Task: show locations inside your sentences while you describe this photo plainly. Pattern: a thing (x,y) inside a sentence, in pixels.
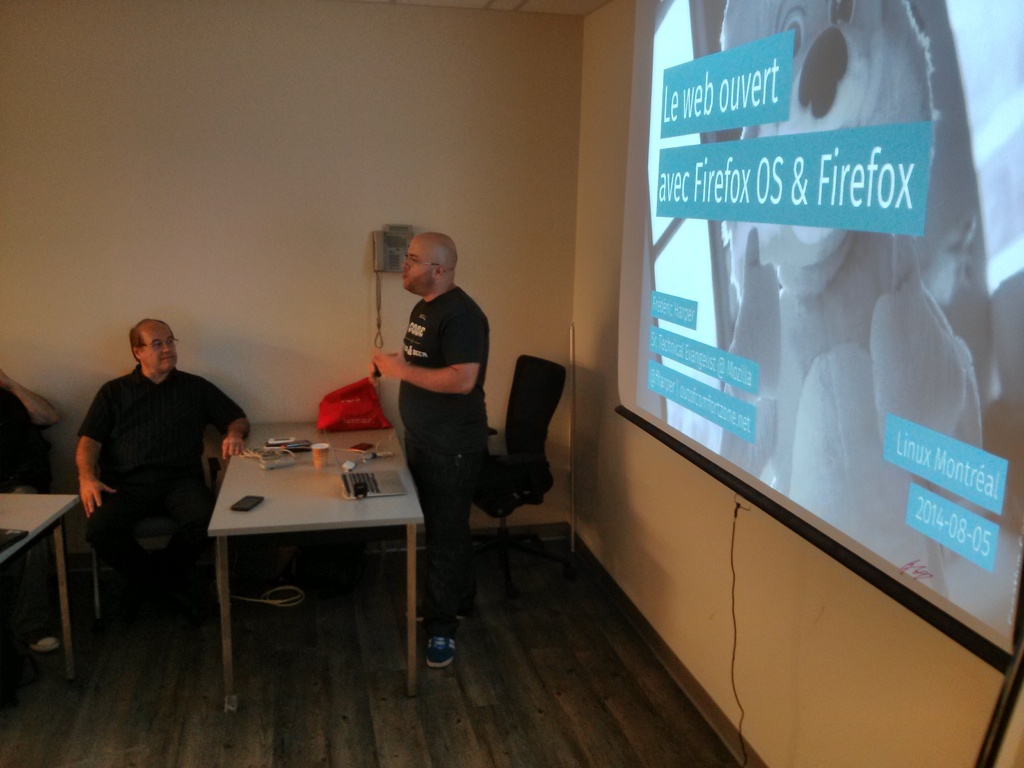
This is a picture in a room (429,411), the man (429,411) is standing and explaining the things backside of him there is a projector screen (707,240). Beside him there is a table (300,480) and a man (137,453) is sitting on the chair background of the man (162,466) is a wall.
